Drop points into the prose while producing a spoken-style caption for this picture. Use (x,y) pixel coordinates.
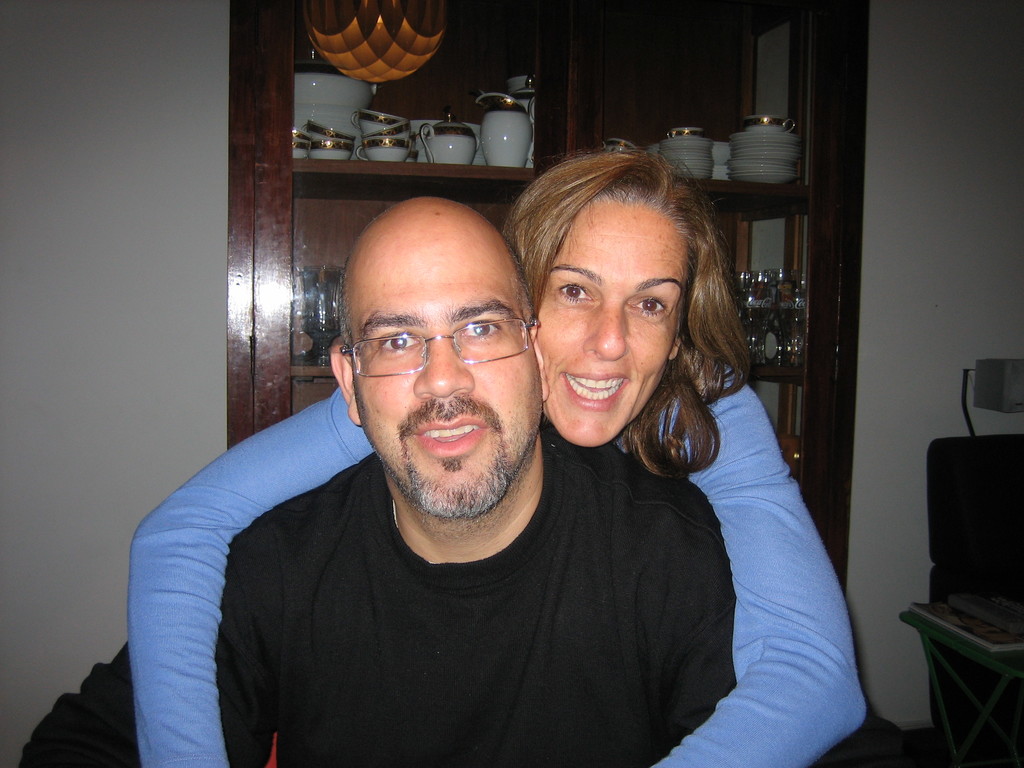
In the middle of the image (554,433) we can see a man (697,542) and woman (564,389), they both are smiling and he wore spectacles (482,352), behind to them we can see few cups (367,112), plates (667,143), glasses (778,318) and other things (483,118) in the racks (551,132).
